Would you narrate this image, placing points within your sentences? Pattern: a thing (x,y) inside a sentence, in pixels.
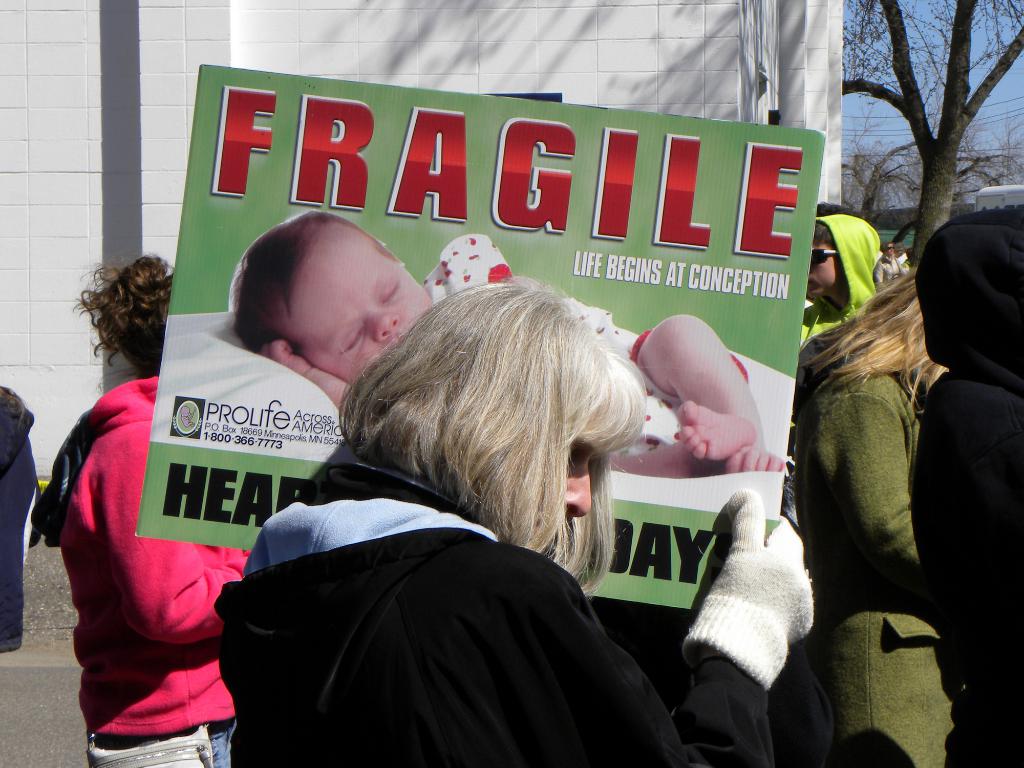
In this picture we can see a person (489,655) is holding a board (614,277) and some people (834,496) standing. Behind the people (1023,535) there are trees (889,12), cables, wall (831,68) and the sky (883,103).
